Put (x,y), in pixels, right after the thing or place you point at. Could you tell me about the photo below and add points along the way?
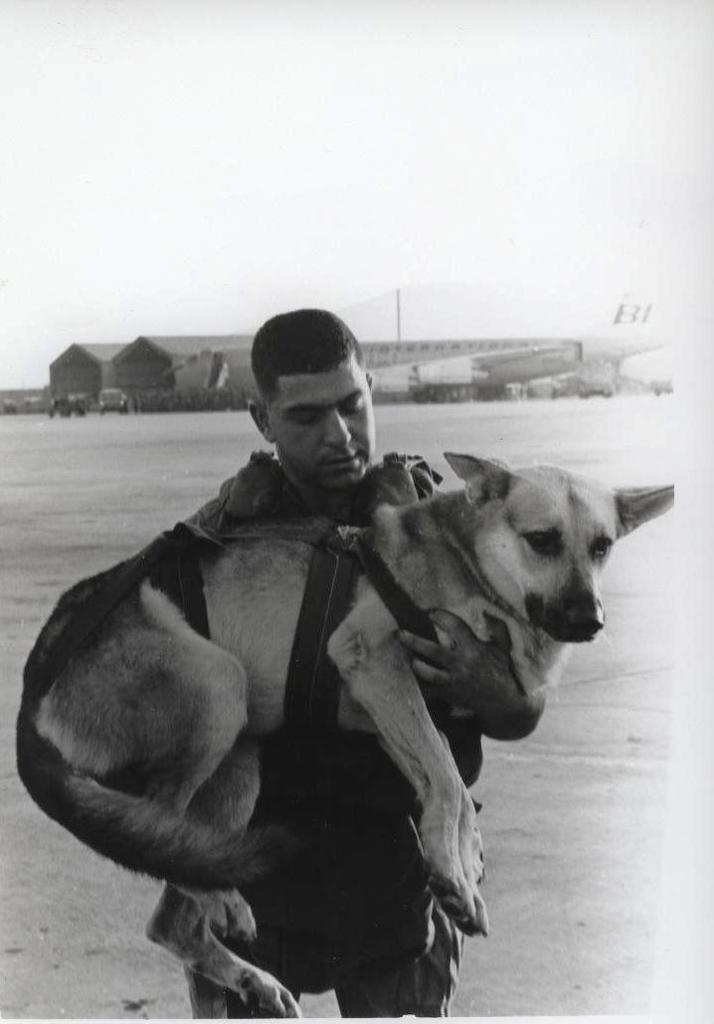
in this image i can see a man (283,787) holding the dog (243,684). behind him there are vehicles (110,403).
